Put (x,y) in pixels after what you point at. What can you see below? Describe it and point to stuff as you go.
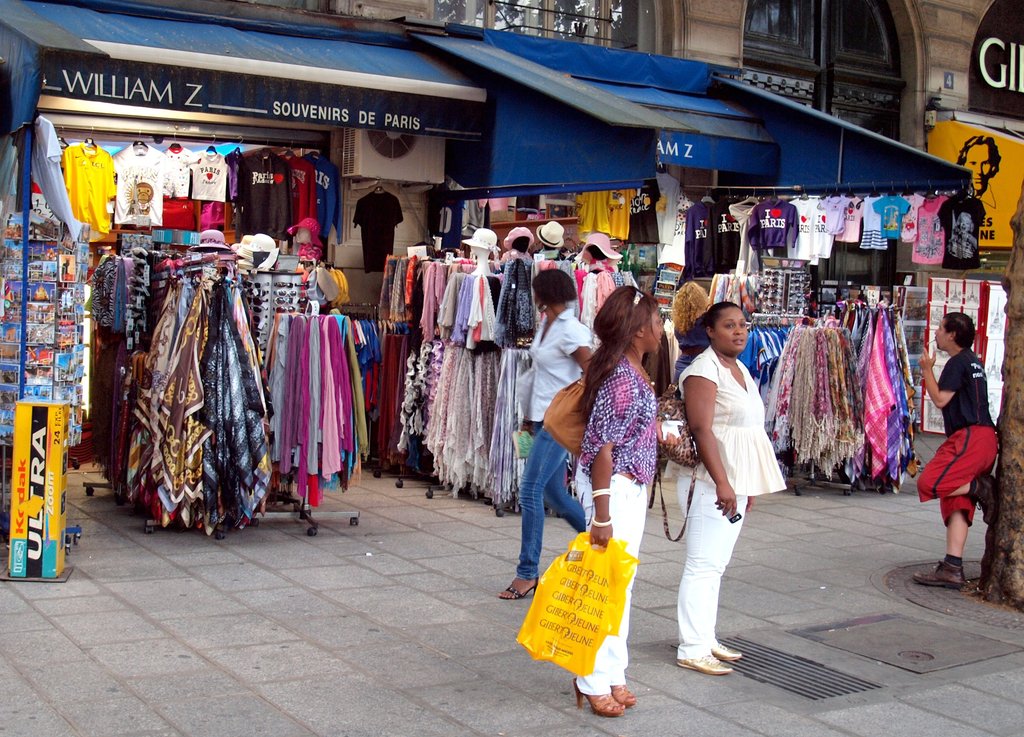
In the background of the image (480,6) there is a building (843,65). There are stalls (457,337). In the center of the image (550,324) there are people (658,328) standing and there is a lady (536,392) walking. To the right side of the image (928,391) there is a person (972,351) standing. At the bottom of the image (308,717) there is floor (432,692).
